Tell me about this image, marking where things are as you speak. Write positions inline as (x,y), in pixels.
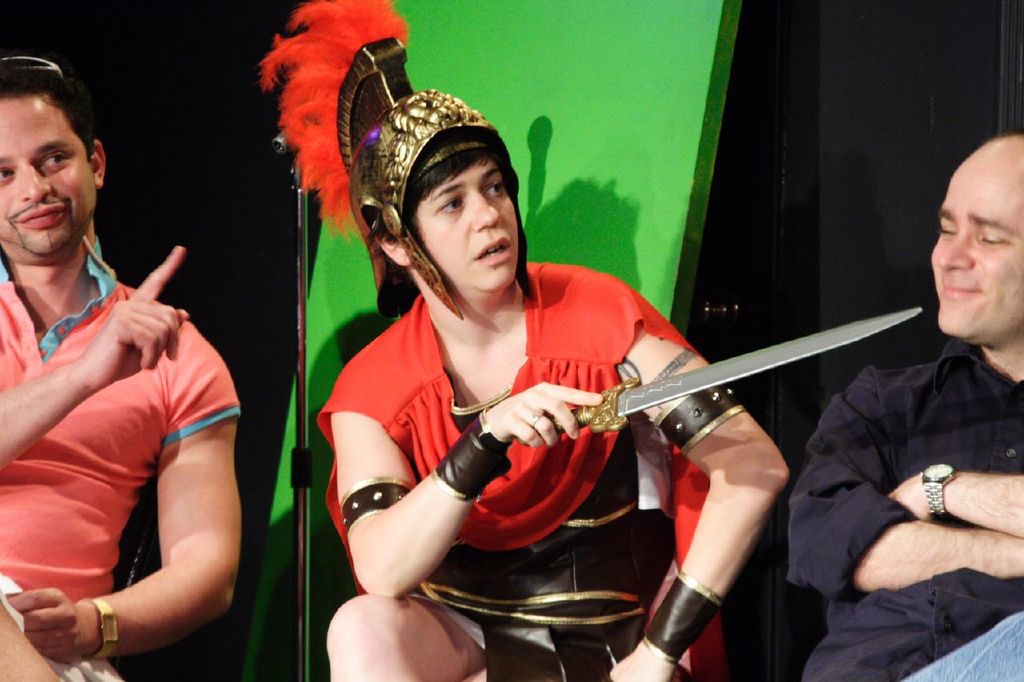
In this image, I can see three men (743,443) sitting and there is a mike stand (304,617). At the center of the image (364,435), I can see a person (548,423) with fancy dress (561,439) and he is holding a sword (603,404). In the background (601,203), there are boards (601,136).
